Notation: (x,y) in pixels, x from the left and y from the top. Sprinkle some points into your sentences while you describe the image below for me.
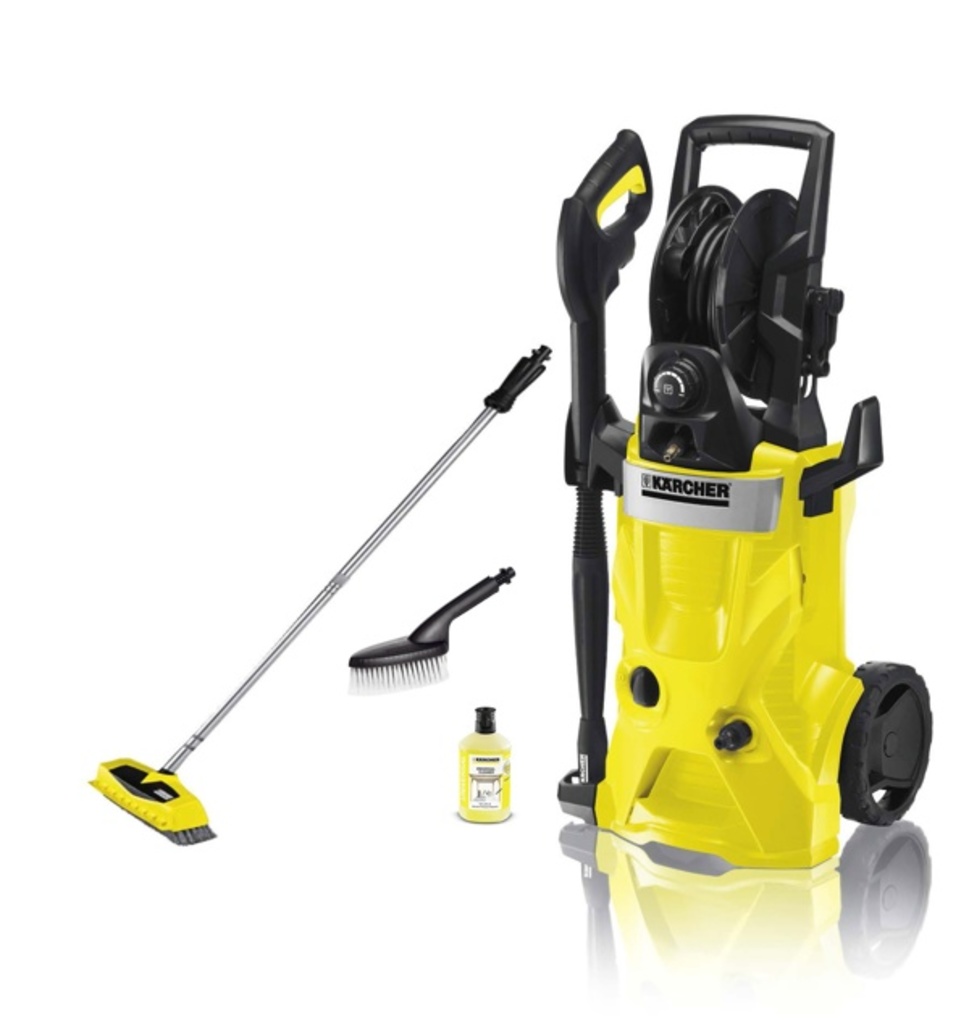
In this picture we can see a pressure washer (653,472), bottle (464,780), brush (370,688) and a long handle brush (247,685).
